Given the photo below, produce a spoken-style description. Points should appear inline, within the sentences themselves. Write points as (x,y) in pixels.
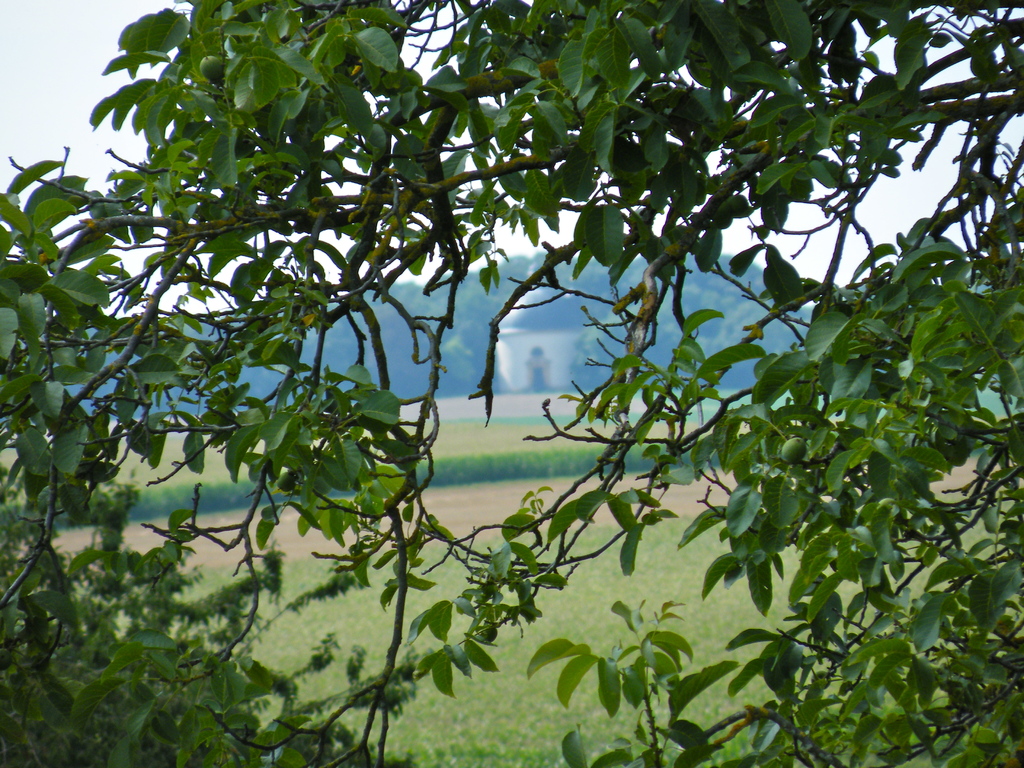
As we can see in the image, in the front (535,169) there is a tree (582,506) and in the background (620,591) there is grass (620,591) and a building (537,345) with blue color rooftop (546,320).
